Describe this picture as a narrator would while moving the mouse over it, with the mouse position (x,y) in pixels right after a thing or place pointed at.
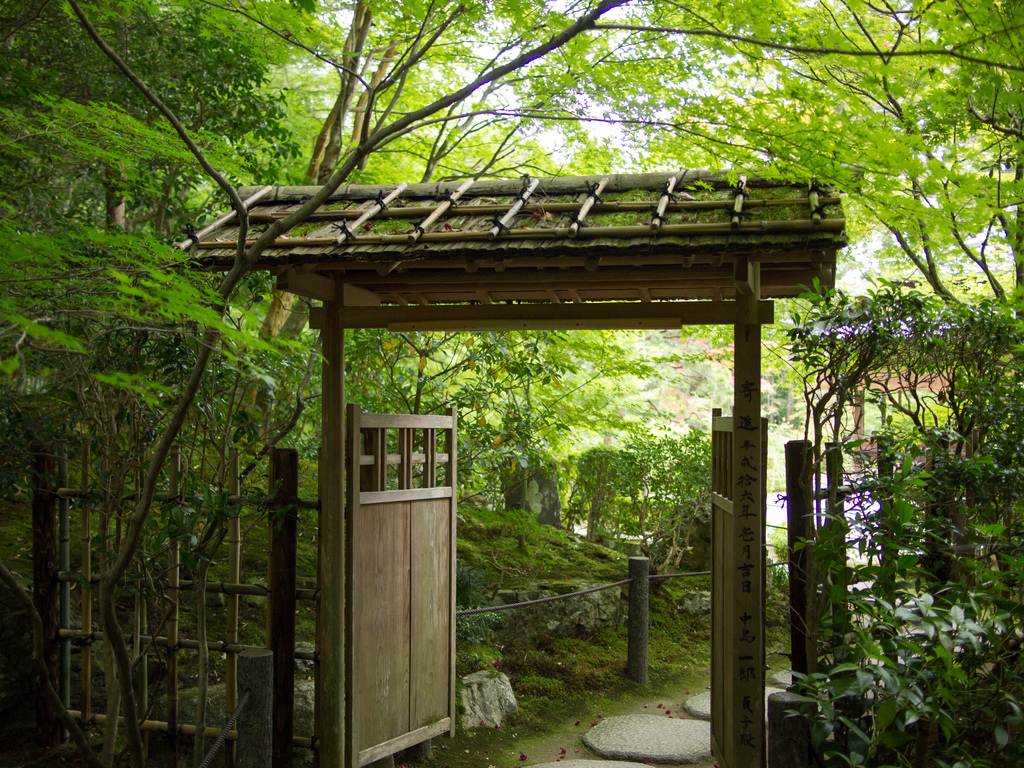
In this picture, we can see an entrance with gate (449,696), trees (949,346), plants (659,543), ground (548,713), fencing (774,715) and the sky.
